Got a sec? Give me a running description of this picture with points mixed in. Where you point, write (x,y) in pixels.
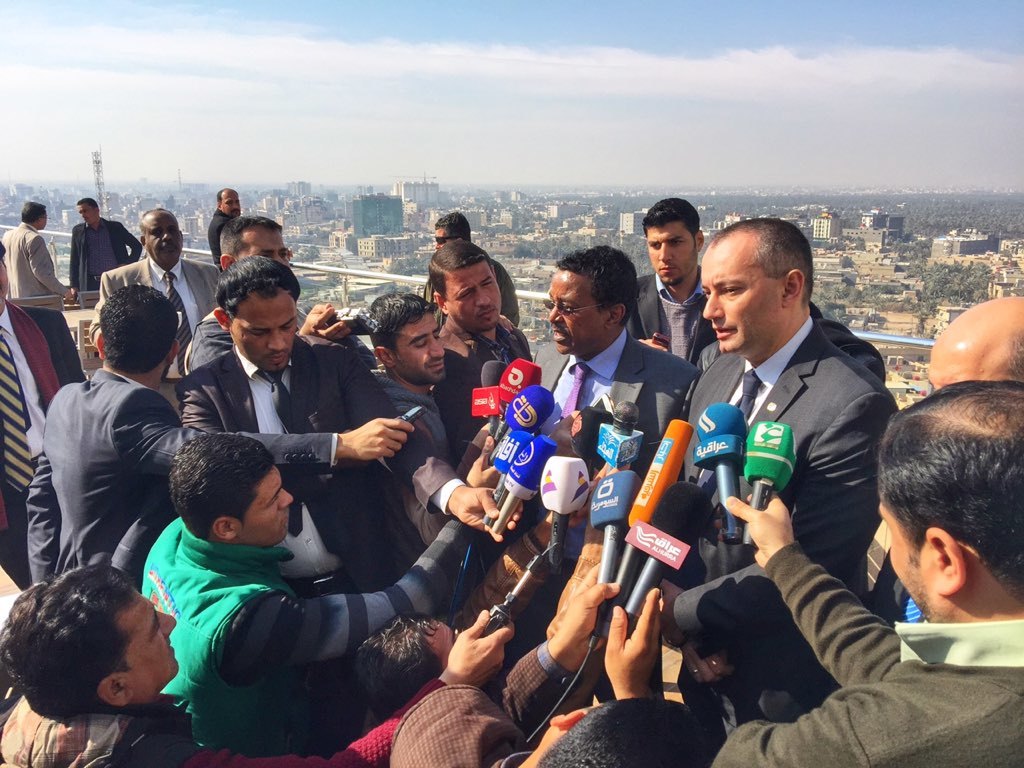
There are two men (615,327) on the right side of the image (825,371) and there are people (492,479) holding mics (616,454) in their hands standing in front of them, there are people (671,202), chairs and a boundary (328,300) behind them. There are buildings (379,210), trees (834,202) and sky (500,184) in the background (397,214).
